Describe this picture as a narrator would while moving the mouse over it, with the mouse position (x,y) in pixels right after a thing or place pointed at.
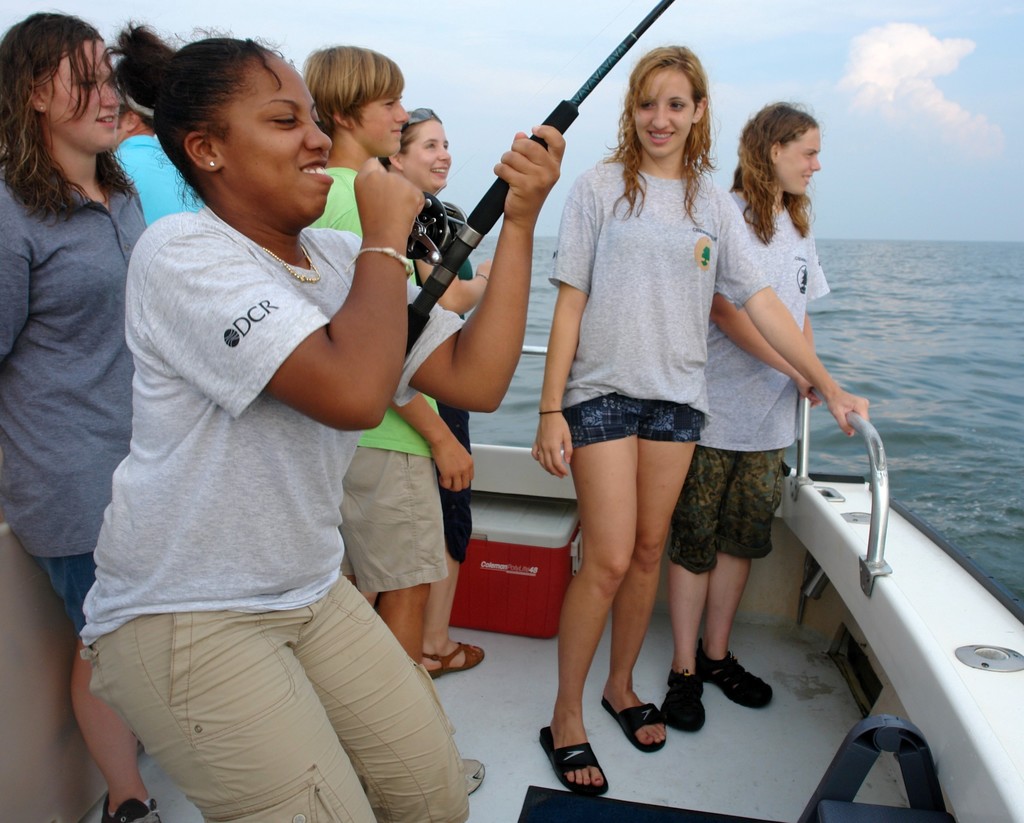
In this image I can see a group of people (248,229) are standing on the boat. Among them this woman (335,323) is holding an object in hands (410,199). In the background (895,331) I can see the water (902,320) and the sky (927,194). On the boat (476,630) I can see red color box (553,613) and other objects (847,811).
